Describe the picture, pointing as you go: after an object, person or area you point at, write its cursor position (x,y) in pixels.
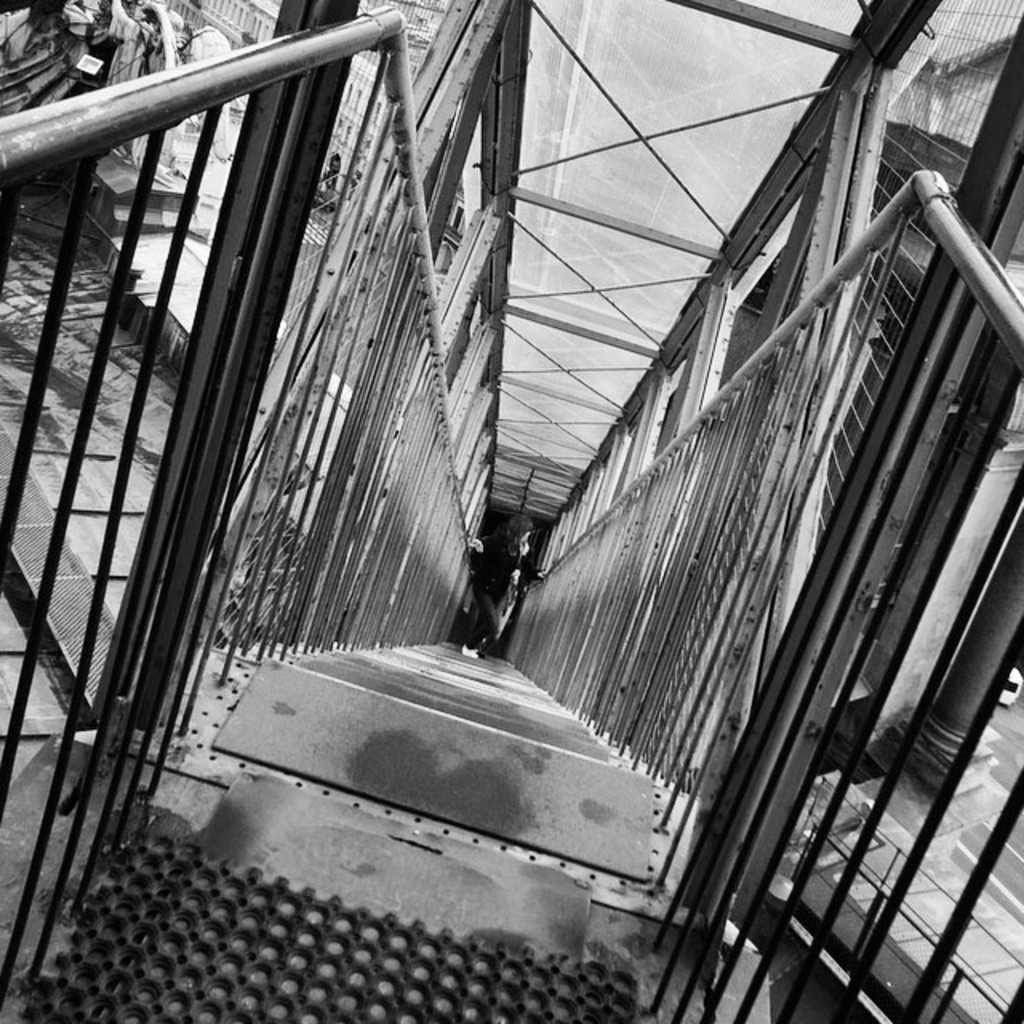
I see this a black and white image and I see the steps (509,715) and the rods (594,646) and I see a person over here. In the background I see the path (992,976) and I see the transparent glasses (571,232) over here.
